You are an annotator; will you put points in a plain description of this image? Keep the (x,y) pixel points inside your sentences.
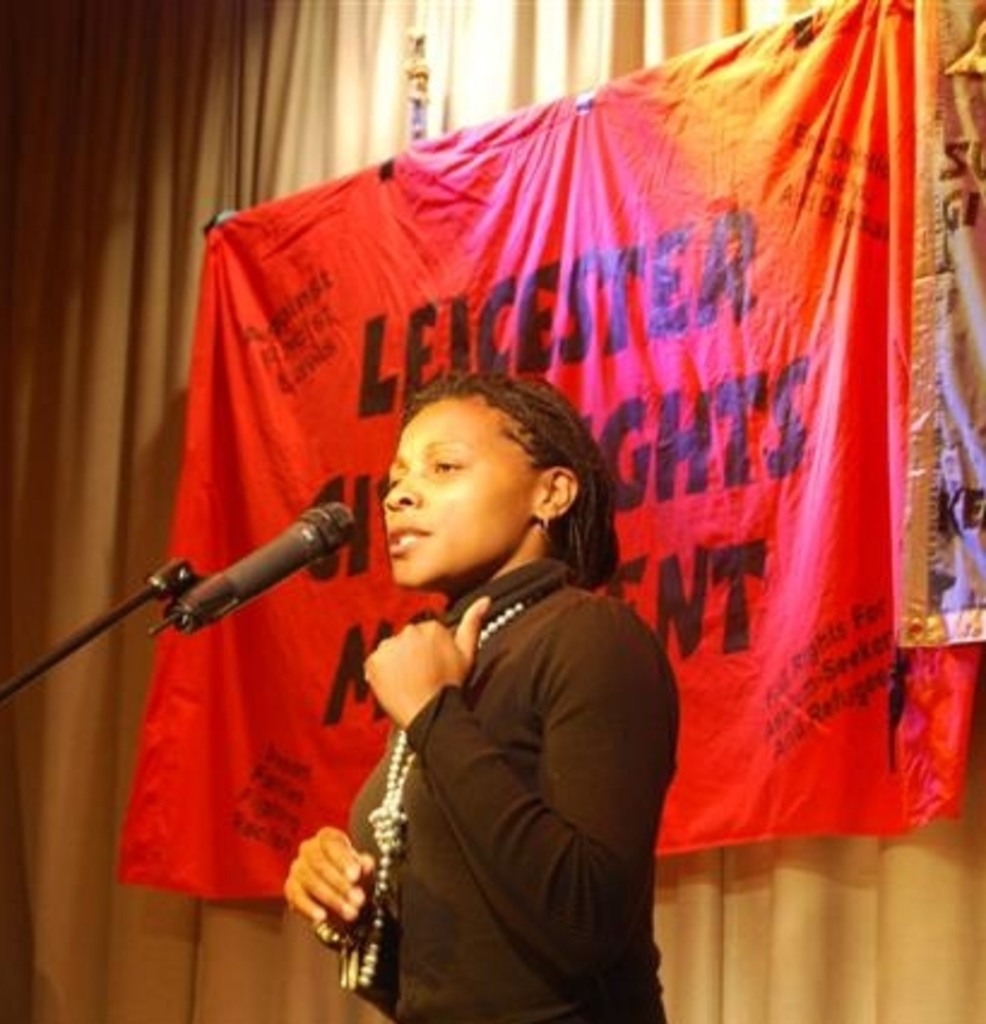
There is a lady (393,698) wearing a necklace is standing. In front of her there is a mic (202,603) and mic stand (185,587). In the back (243,118) there are curtains (309,95) and there is a banner (733,184).
